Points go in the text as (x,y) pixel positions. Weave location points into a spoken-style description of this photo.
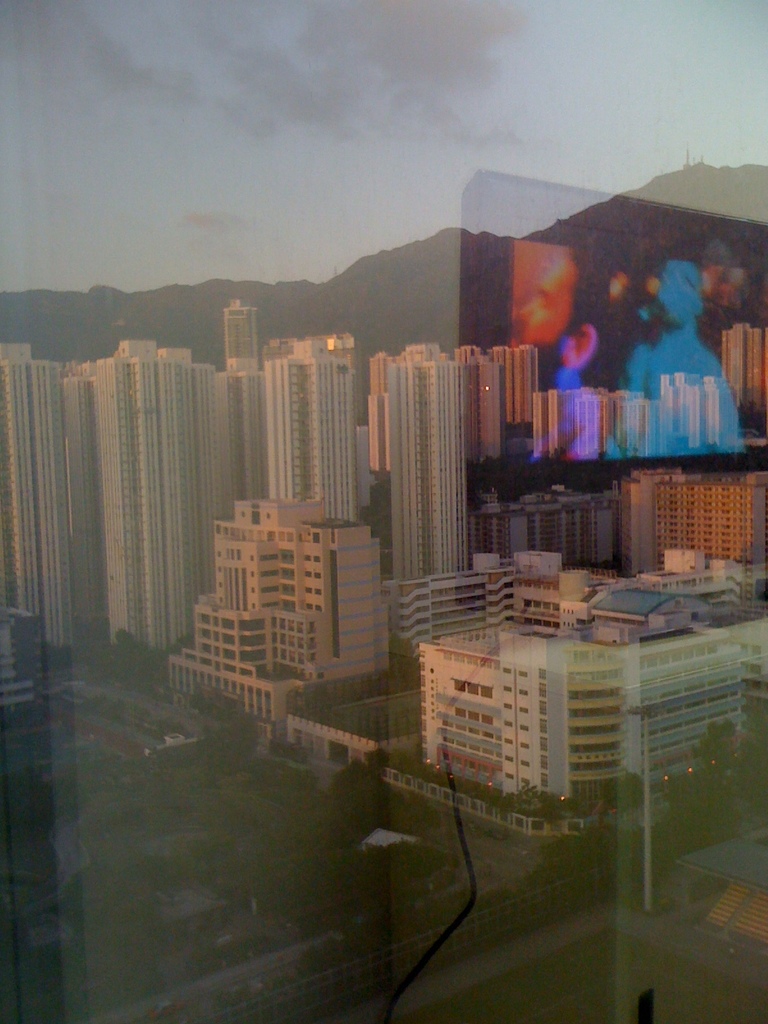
In this image I can see the glass (206,799) through which I can see few trees (308,787), few buildings (349,607), few mountains (339,322) and the sky (342,191). I can see the reflection (730,232) of a monitor (765,223) on the glass (575,497).
